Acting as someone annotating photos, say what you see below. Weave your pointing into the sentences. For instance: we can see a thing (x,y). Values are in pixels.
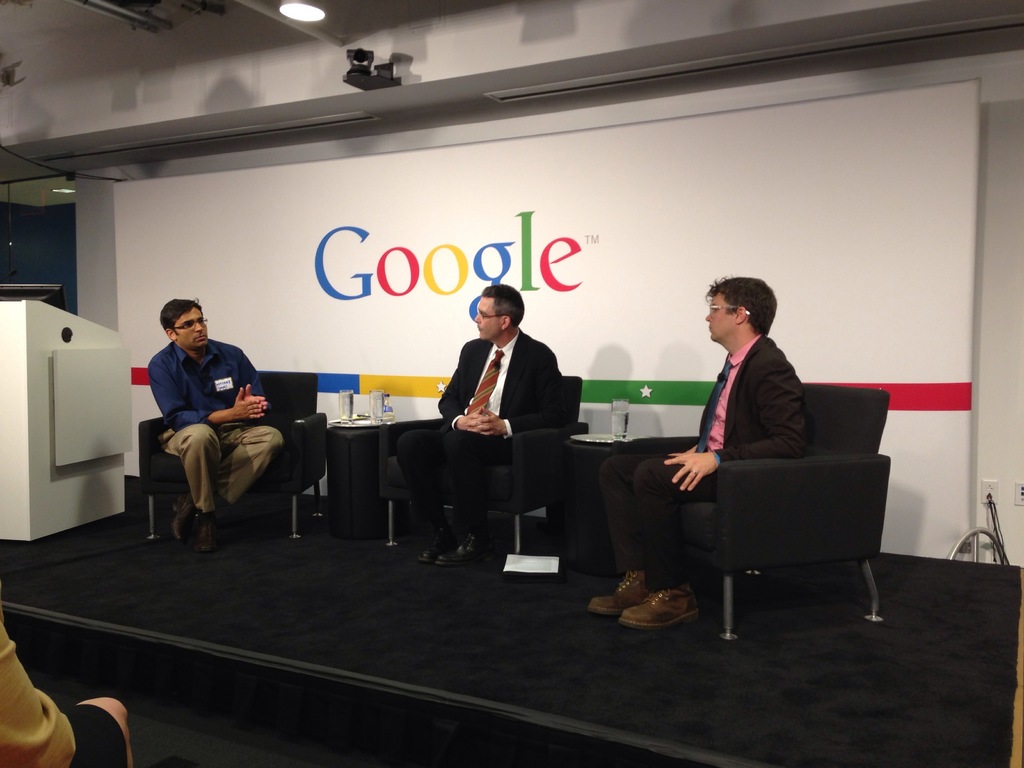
In this image there are three persons (176,409) sitting on the chairs (395,496) on the stage (379,644), there are glasses (350,399) on the tables (339,436), lights (286,15), podium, and in the background (645,406) there is a name board (244,204).
